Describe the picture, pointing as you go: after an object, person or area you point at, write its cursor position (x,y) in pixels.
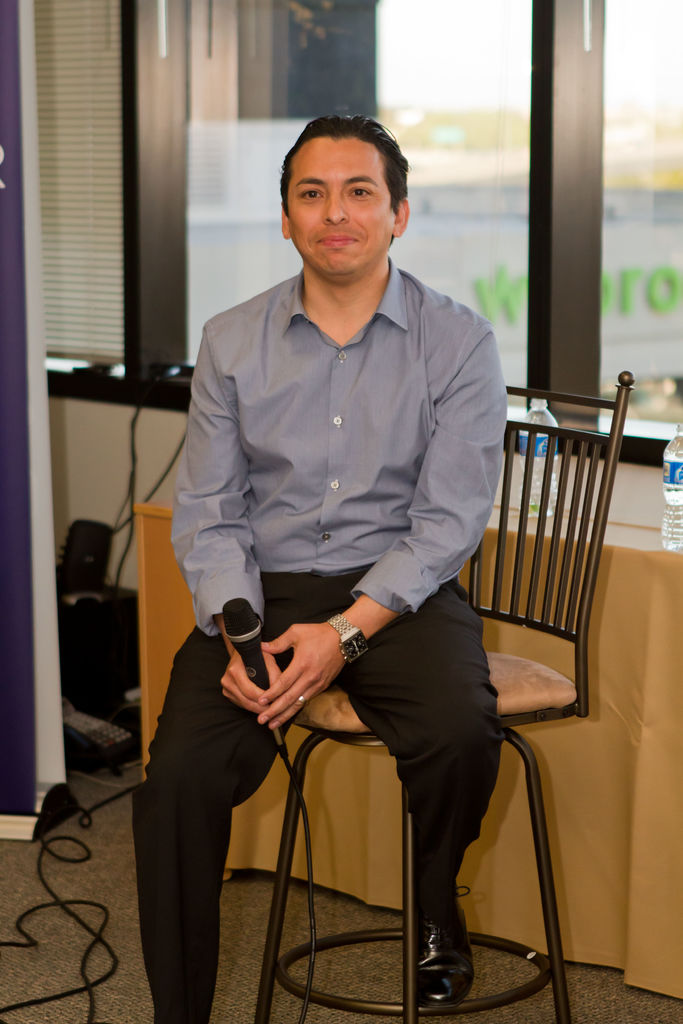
There is a room (623,971). He is sitting on a chair (620,424). He is wearing a watch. He is holding a mic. He is smiling. There is a table (648,629). There is a bottle (535,431) on a table (530,822). We can see in background (618,375) window (547,337) and curtain (55,211).
